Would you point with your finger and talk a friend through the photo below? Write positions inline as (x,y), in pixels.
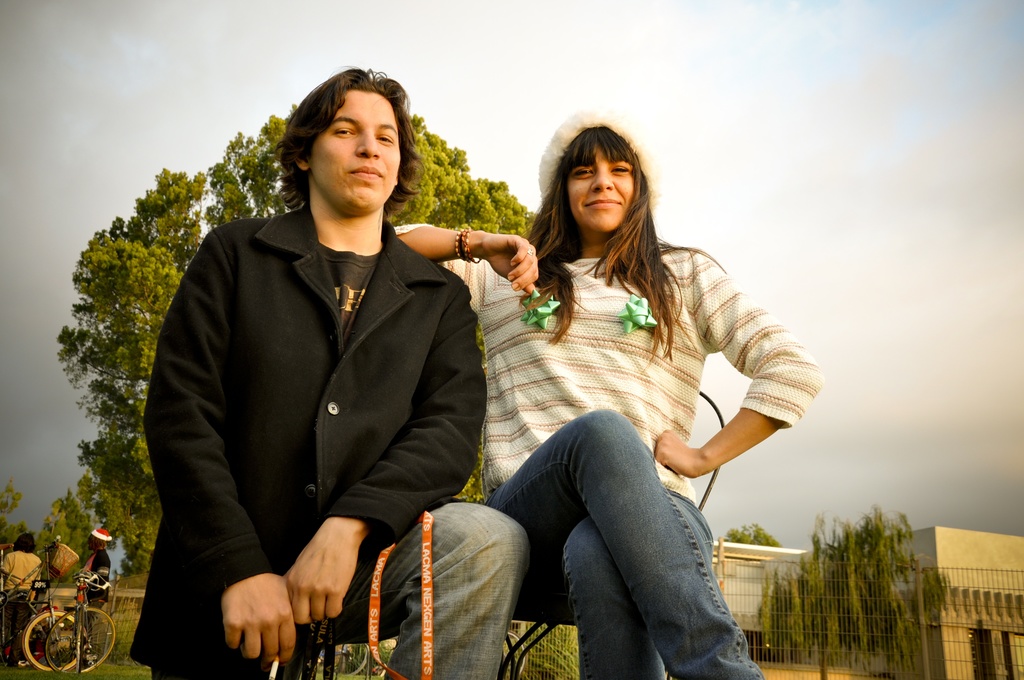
In this image I can see two persons (564,393), the person (662,377) at right (756,392) is wearing white and blue color dress (614,407), and the person (433,424) at left (286,401) is wearing black color jacket (280,410). Background (19,625) I can see few bi-cycles (82,621) and I can also see few persons (26,612), trees (130,561) in green color, the railing (800,596), buildings (933,557) in white and cream color and the sky (700,66) is in white color.
